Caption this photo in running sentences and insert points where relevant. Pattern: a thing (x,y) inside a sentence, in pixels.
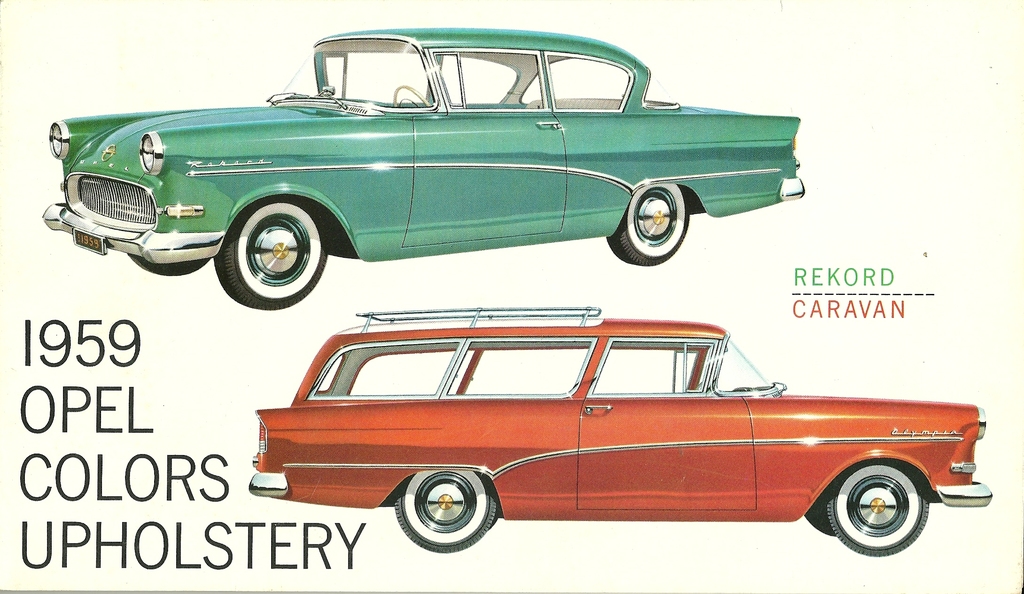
In the image we can see the poster (649,381), on the poster (436,288) we can see pictures (598,442) of the vehicles (323,205) and the text (182,458).
